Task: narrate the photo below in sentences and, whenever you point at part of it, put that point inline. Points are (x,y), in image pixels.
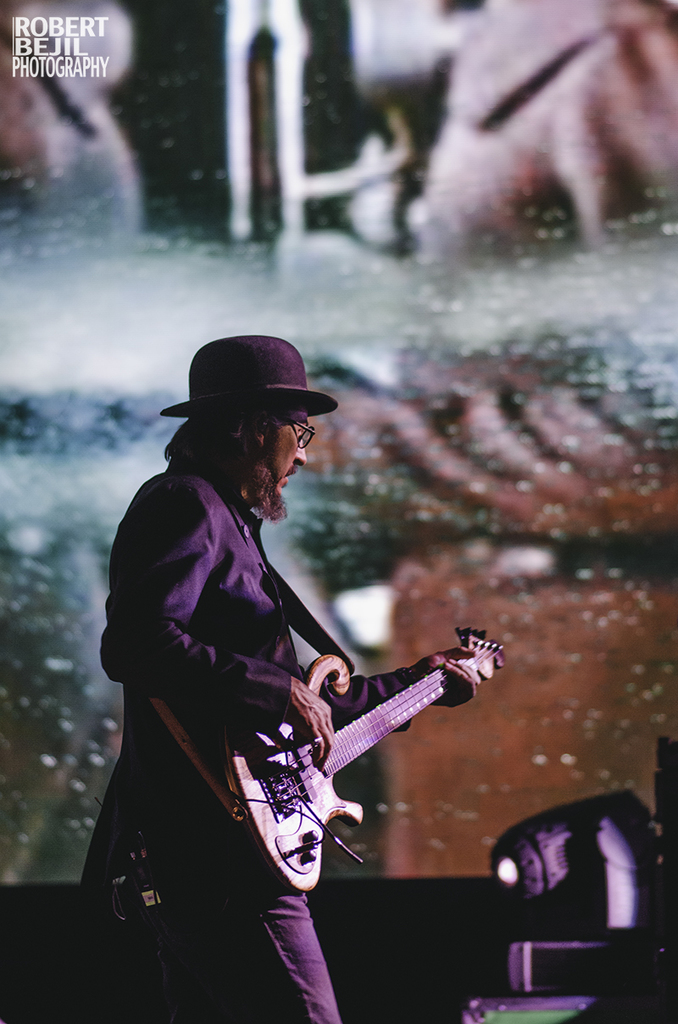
In the picture there is one person (268,668) standing, holding a guitar (345,756) and he is wearing a hat (258,363) and glasses (304,426) and in the black dress (205,895), behind him there is device (139,861) attached to his waist (184,827).
